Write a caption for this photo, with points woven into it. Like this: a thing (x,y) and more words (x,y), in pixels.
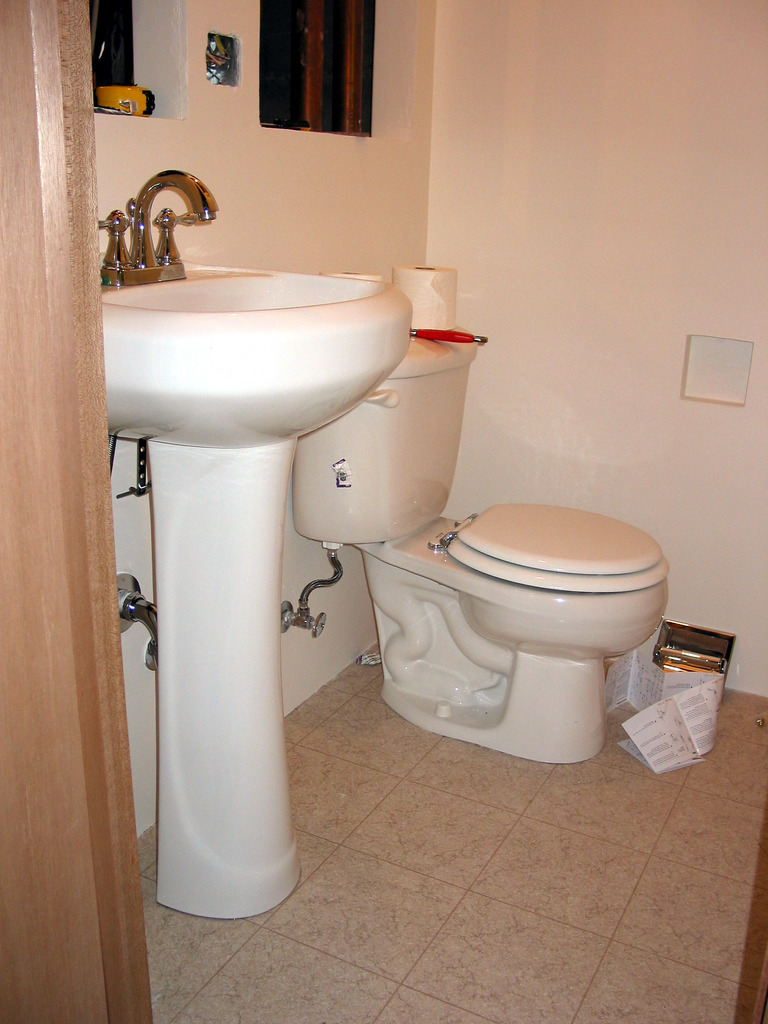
In this image I can see the sink (173,357) and tap (142,256). To the side I can see the toilet (499,591) and papers (649,674). I can see the windows (361,129) to the wall (440,95).
